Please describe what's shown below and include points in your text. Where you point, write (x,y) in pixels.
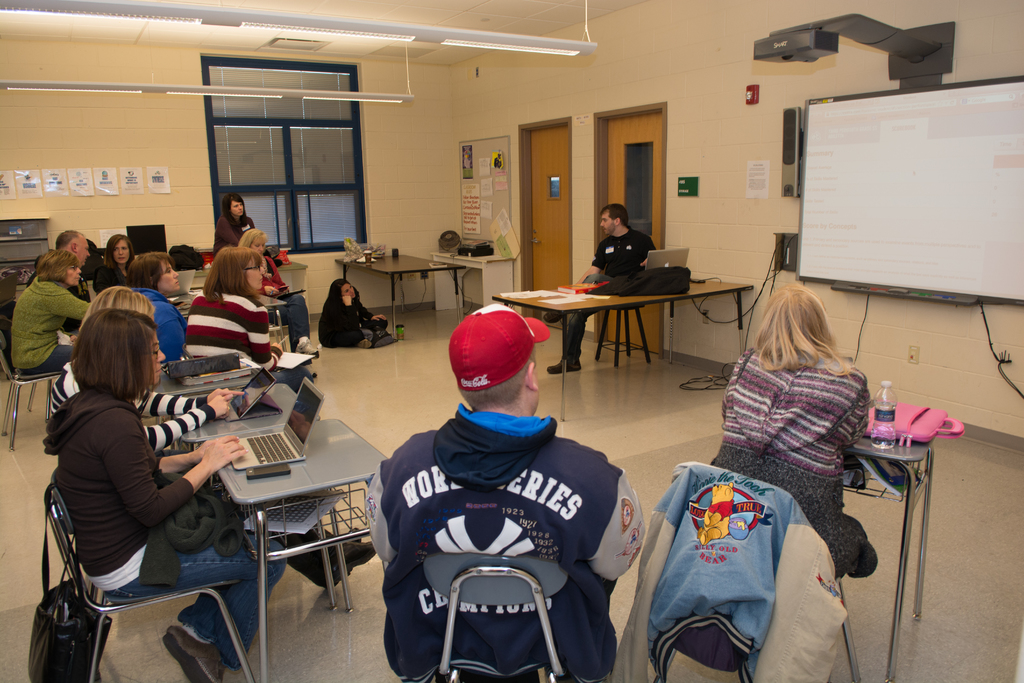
In this image I can see group of people (401,658) sitting on the chair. The person (238,568) at left (121,504) working on the laptop (242,450), in front I can see the other person (623,261) sitting wearing black shirt (629,272). I can also see a laptop (664,264) and the bag (645,277) on the table (593,300), at right (892,214) I can see a white color board (879,196) and the wall (669,46) is in cream color.
